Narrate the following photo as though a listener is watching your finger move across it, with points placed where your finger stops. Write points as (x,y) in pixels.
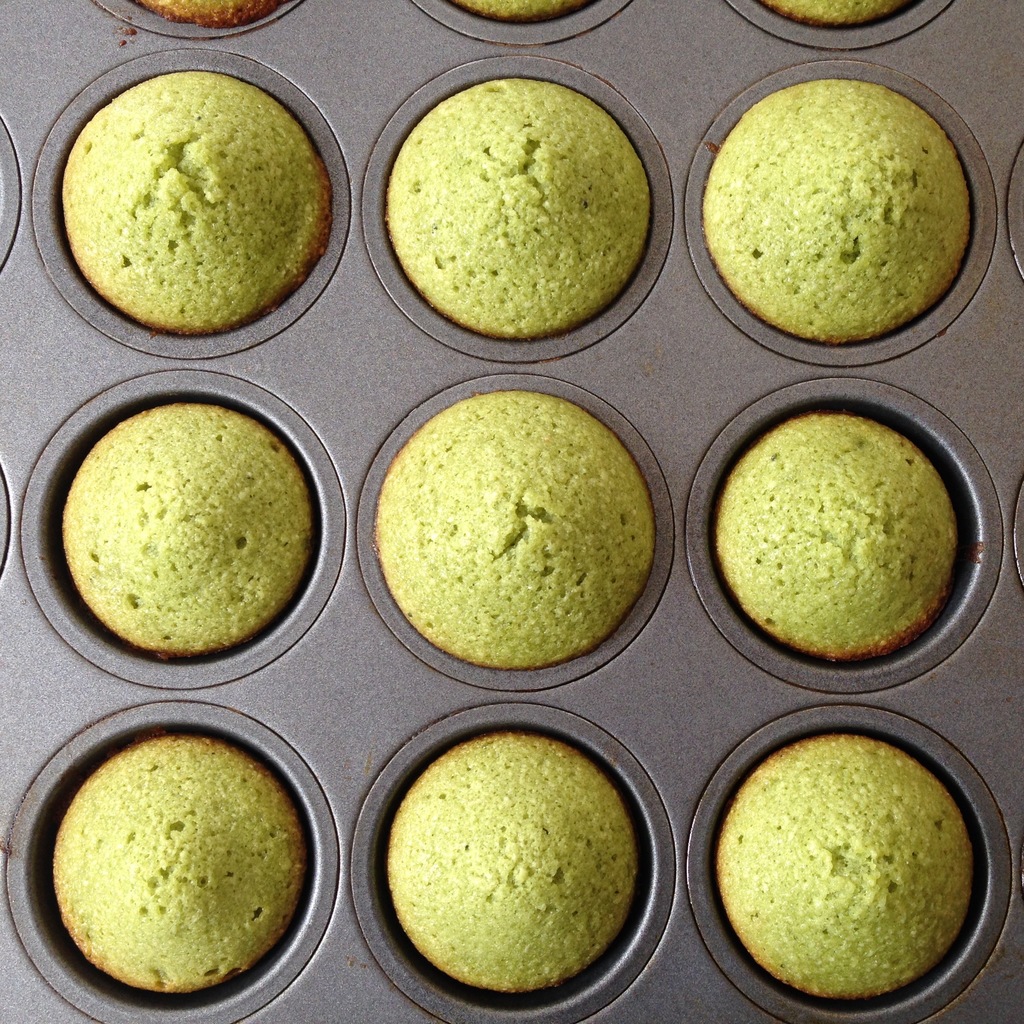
In the image there are cakes (482,812) in a tray (672,512).
